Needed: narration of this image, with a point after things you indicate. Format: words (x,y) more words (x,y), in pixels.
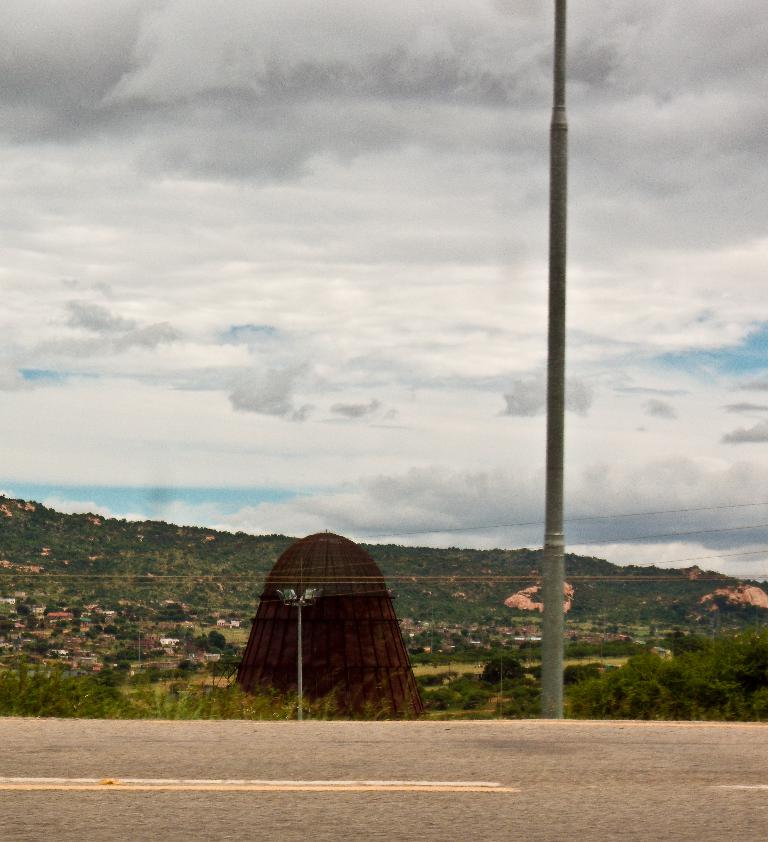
At the bottom (393,820) we can see road (644,815), pole (557,631), grass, light pole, electrical wires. In the background (318,653) there are dome (342,554), houses (39,629), trees (438,610), grass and clouds (226,188) in the sky (263,135).
